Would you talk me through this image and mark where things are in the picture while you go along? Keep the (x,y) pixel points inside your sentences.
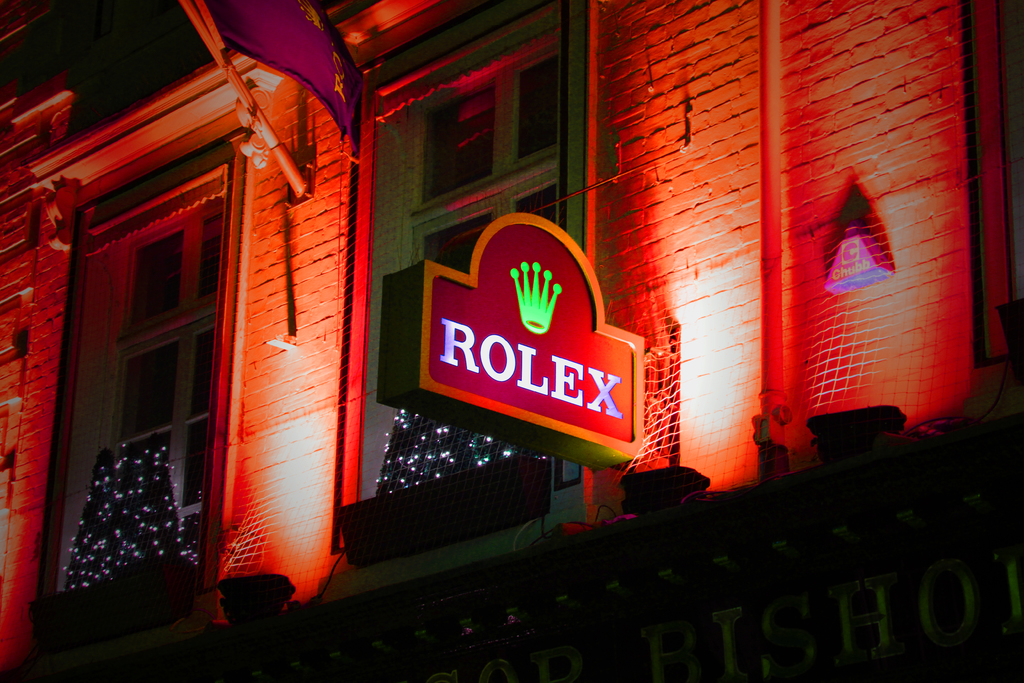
In this image we can see a building (365,307) with windows (376,300). We can also see a board (445,407) on a wall (327,407) with some text (525,364) and a logo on it, some trees (160,505) decorated with lights (157,493), the net (826,373), pipe (765,389) and the flag (353,82). On the bottom of the image (845,634) we can see some text (845,634).
